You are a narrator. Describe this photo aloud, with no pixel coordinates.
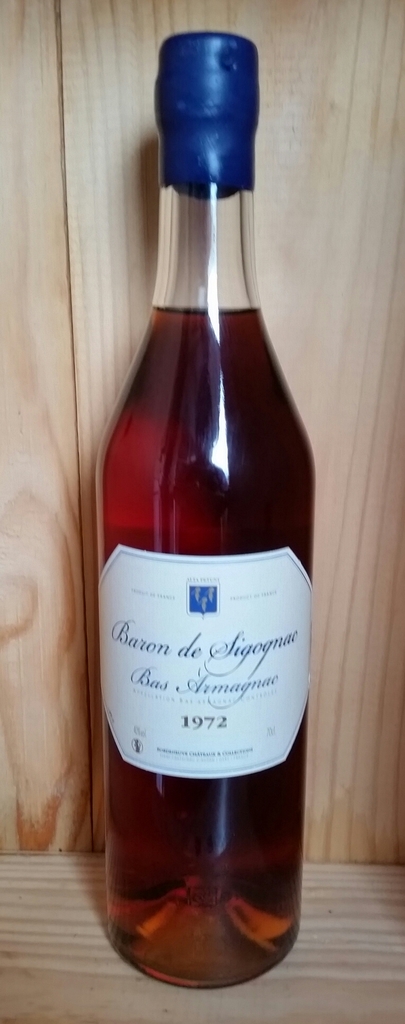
In this image I see a bottle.
